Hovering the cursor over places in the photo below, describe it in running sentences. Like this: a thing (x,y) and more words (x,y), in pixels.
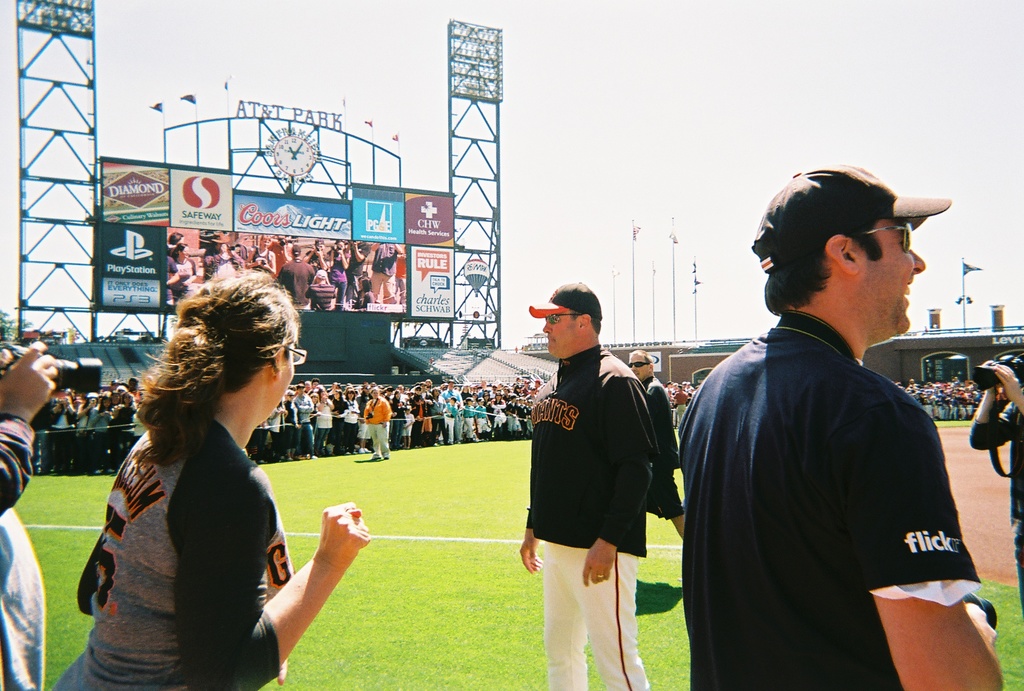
In this picture we can see few people (543,399) on the ground (960,429). We can see two people (975,423) holding a camera (991,362) in their hands (1010,373) on the right (1000,425) and left side (18,603). Many people (107,396) are visible at the back (298,460). We can see few boards (392,192), some flags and trees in the background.
